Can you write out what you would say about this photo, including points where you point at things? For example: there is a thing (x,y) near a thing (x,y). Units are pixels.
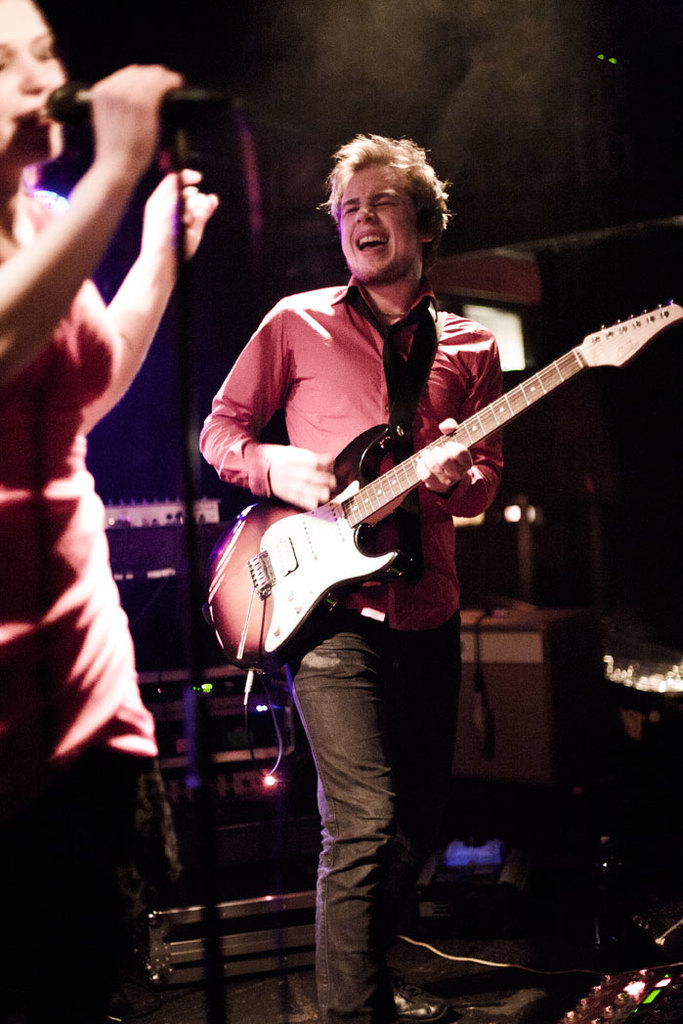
This picture shows a man (446,335) Standing and playing a guitar (274,535) and singing and we see a woman (61,76) standing and holding a microphone (183,96) in her hands (142,138) and singing.
